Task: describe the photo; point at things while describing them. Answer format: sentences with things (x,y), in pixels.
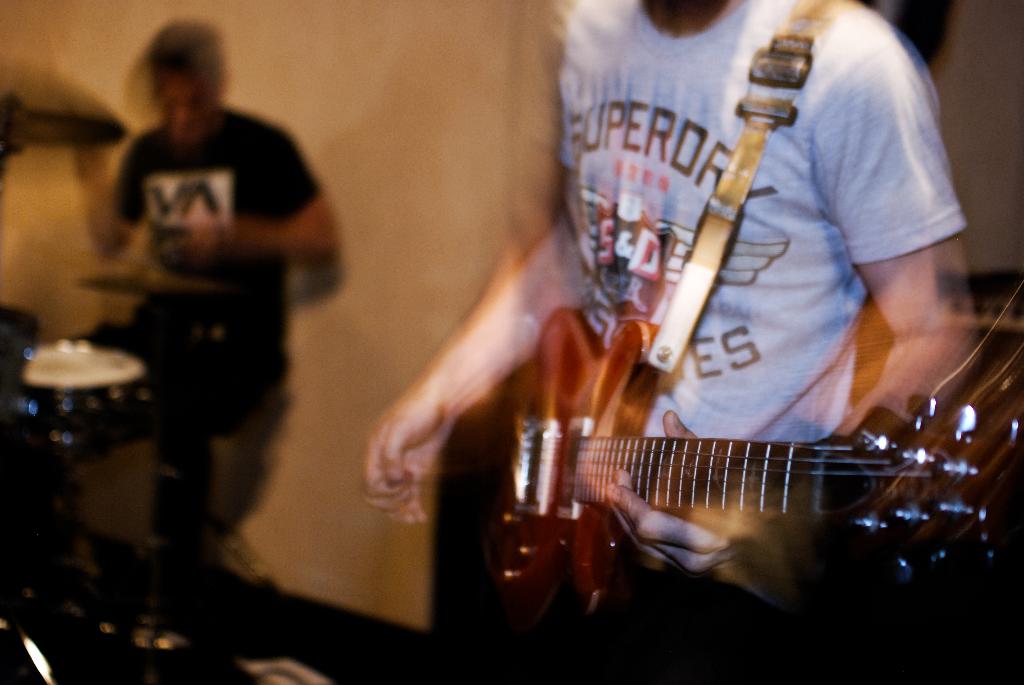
In this picture there is a person (619,20) who is standing at the right side of the image (812,148), by holding the guitar (941,447) in his hand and there is another person (312,187) at the left side of the image (180,449) he is playing the drums (63,399).
